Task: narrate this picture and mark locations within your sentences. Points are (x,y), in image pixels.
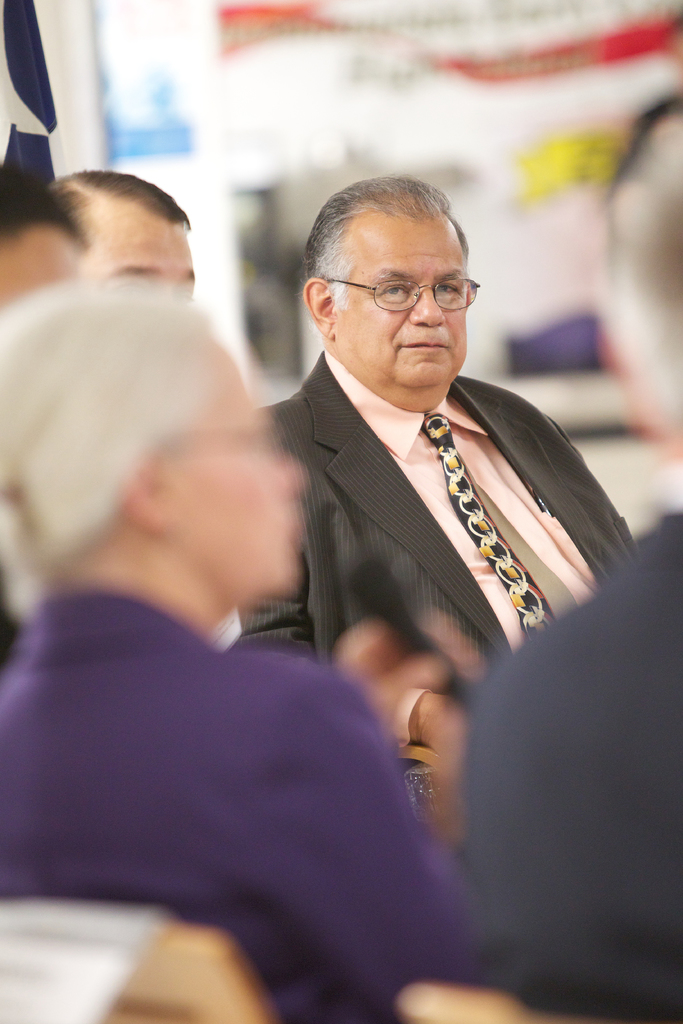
In this image there are persons (317,764) in the front (321,432) and the background (502,11) is blurry.
